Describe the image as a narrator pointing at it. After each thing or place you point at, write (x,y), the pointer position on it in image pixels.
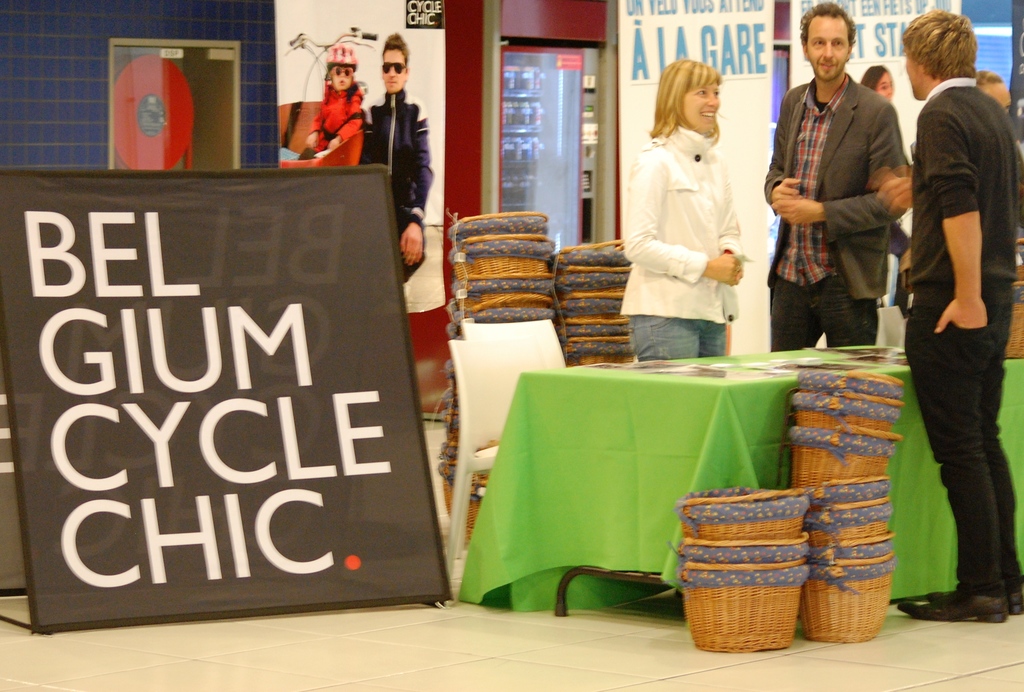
In this image on the right side (689,218) there are some people (829,199) who are standing, and they are talking with each other and there is a table (760,370). On the table (575,405) there are some cards (865,362), and also we could see some baskets (556,289), chair (484,394), glass windows (547,69), wall (455,61) and some objects (72,625). At the bottom (579,667) there is floor (669,669).
